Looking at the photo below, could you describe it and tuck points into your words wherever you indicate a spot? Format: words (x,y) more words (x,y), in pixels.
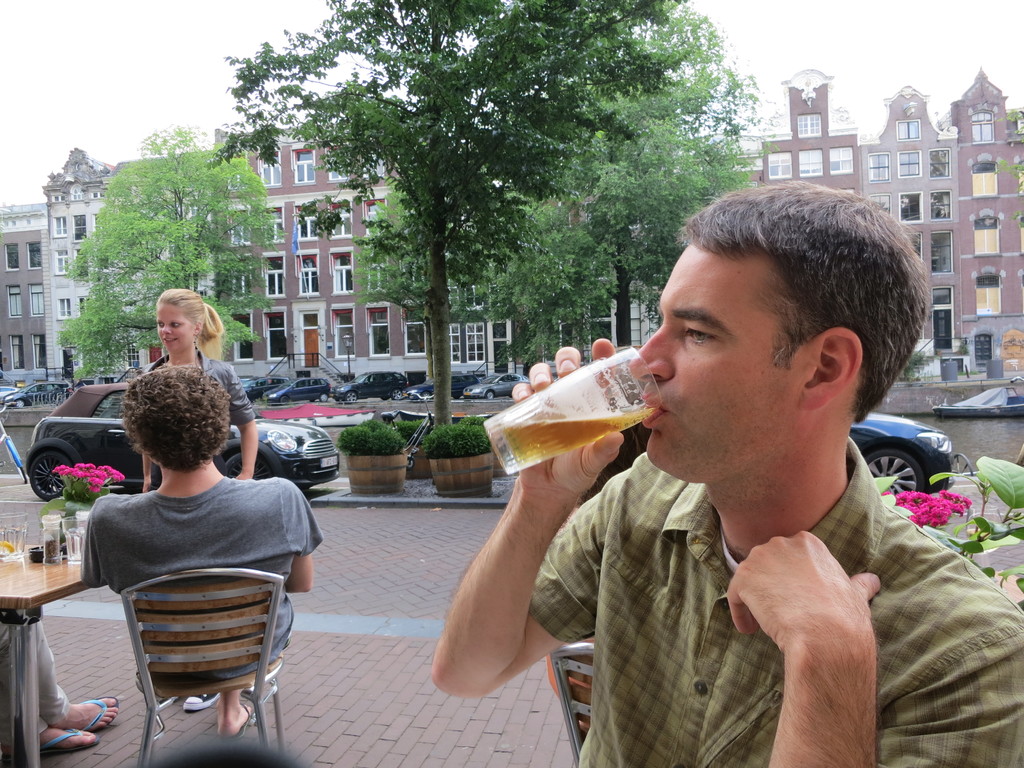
In this picture we can see two persons (221,695) sitting on the chairs (217,648). This is table (57,600). On the table (45,596) there are glasses (70,545). These are the plants (374,452). And there are flowers (103,468). Here we can see some vehicles (398,399) on the road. On the background (658,256) there are trees (247,214) and these are the buildings (983,345). And there is a sky (88,53).
